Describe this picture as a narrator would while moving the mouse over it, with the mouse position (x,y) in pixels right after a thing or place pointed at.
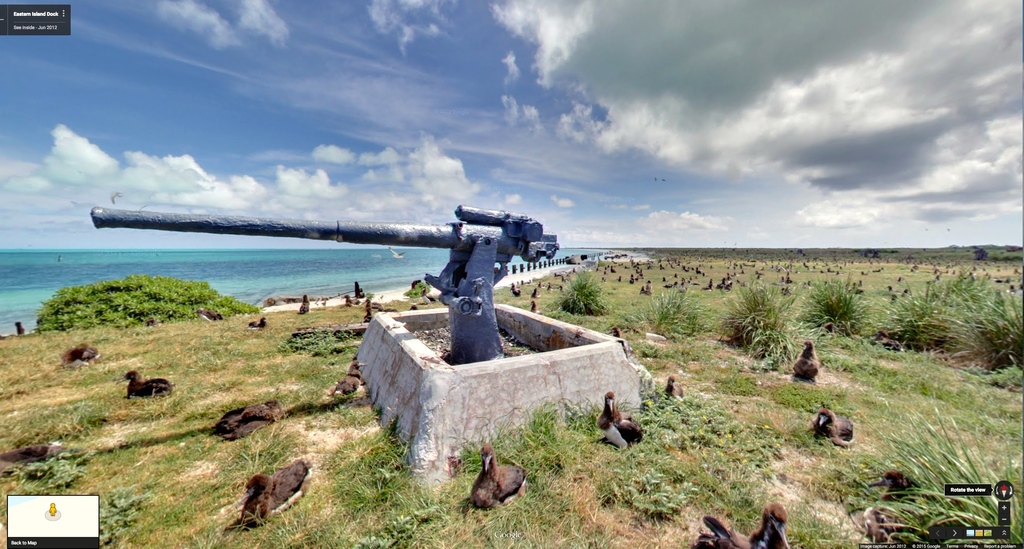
Sky (606,139) is cloudy. Here we can see a military weapon (483,253), birds (756,533), grass (753,416), plants (844,291) and water (263,261).
